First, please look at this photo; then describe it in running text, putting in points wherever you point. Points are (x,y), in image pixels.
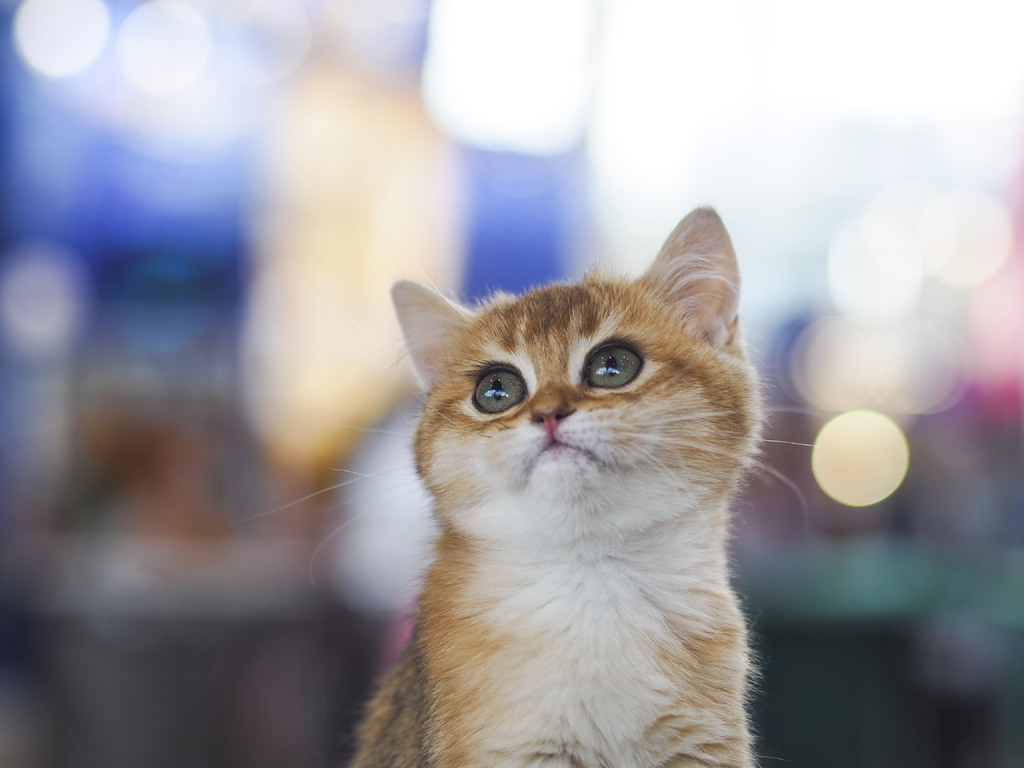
At the center of the image (552,334) there is a cat (543,462) and the background of the image (568,46) is blurry.
